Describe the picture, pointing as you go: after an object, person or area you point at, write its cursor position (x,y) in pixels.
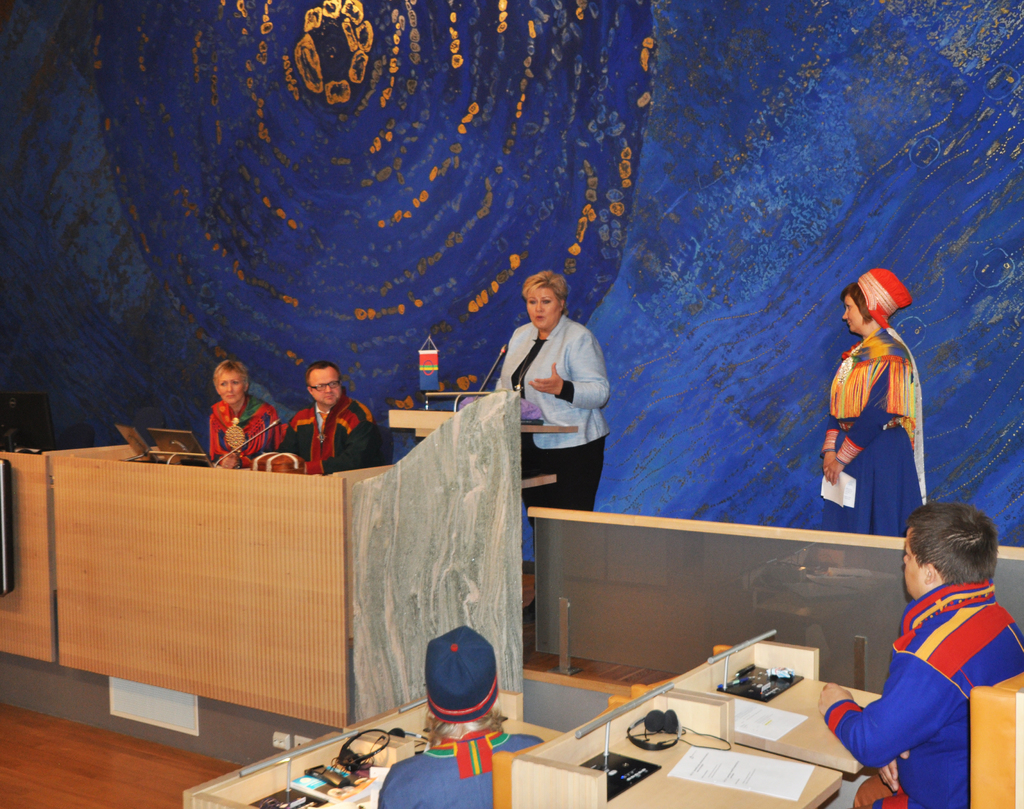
Here we can see few persons (941,805) and she is talking on the mike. There are tables (616,802), papers (761,726), headsets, laptops (177,442), and mike's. This is floor (99,763). There is a blue color background (676,428).
